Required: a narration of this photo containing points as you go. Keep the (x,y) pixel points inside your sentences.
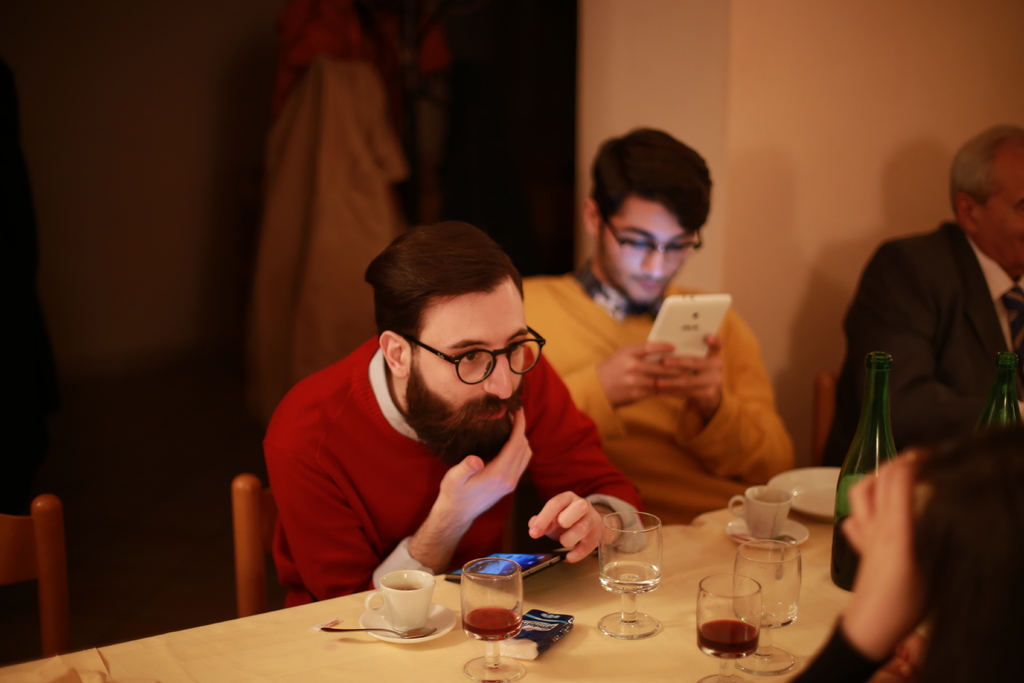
A man (284,439) wearing a red sweater (343,463) also a specs (466,353) is sitting on a chair (238,544). In front of him there is a table (588,657). On the table (589,596) there are glasses (751,560), cups (769,534), saucers (385,637), spoon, mobile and bottle (860,447). Near to him another persons (728,407) are sitting. One person (673,372) is holding mobile (678,341) and watching it. In the background (732,110) there is a wall (688,45).
